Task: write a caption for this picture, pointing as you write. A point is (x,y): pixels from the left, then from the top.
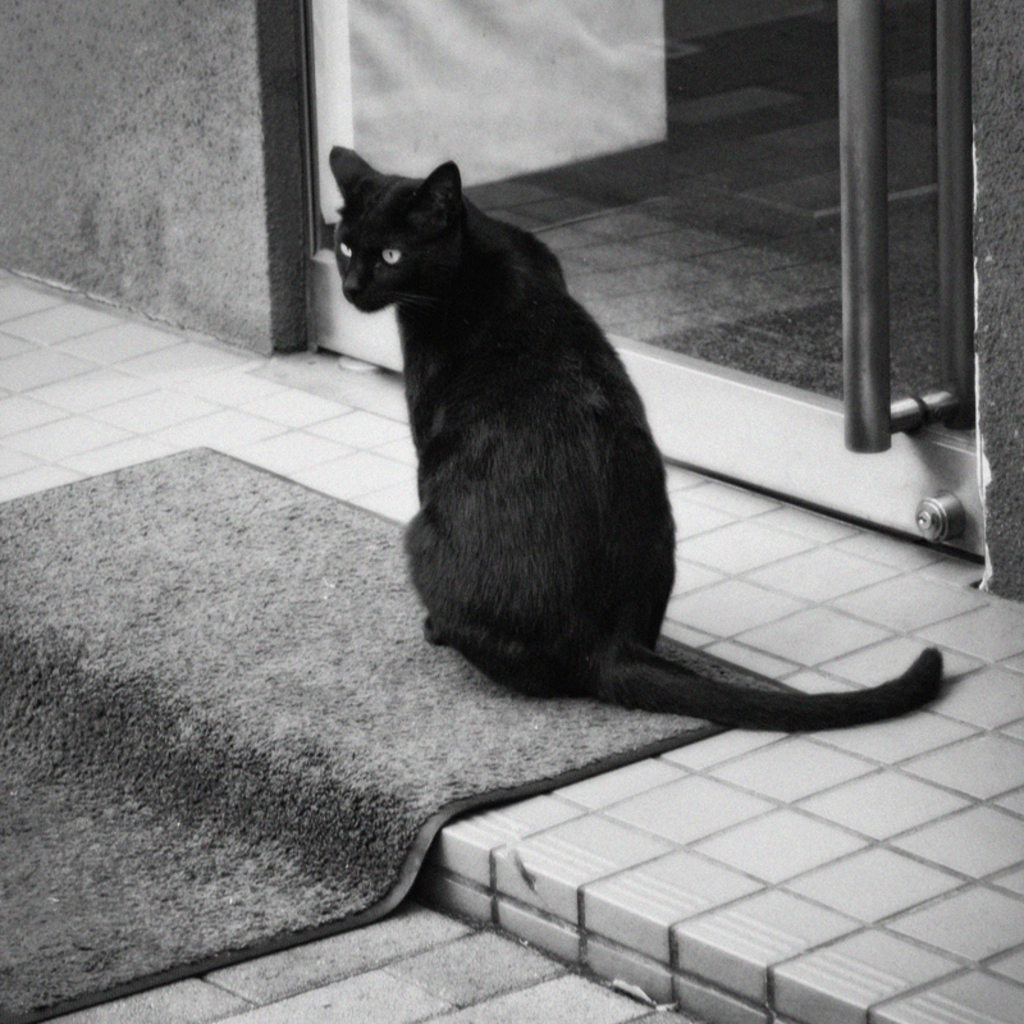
It is a black and white image and there is a black color cat (567,417) on the mat (452,674) which is placed on the surface (602,886). In the background (815,187) we can see a glass door (804,194).
